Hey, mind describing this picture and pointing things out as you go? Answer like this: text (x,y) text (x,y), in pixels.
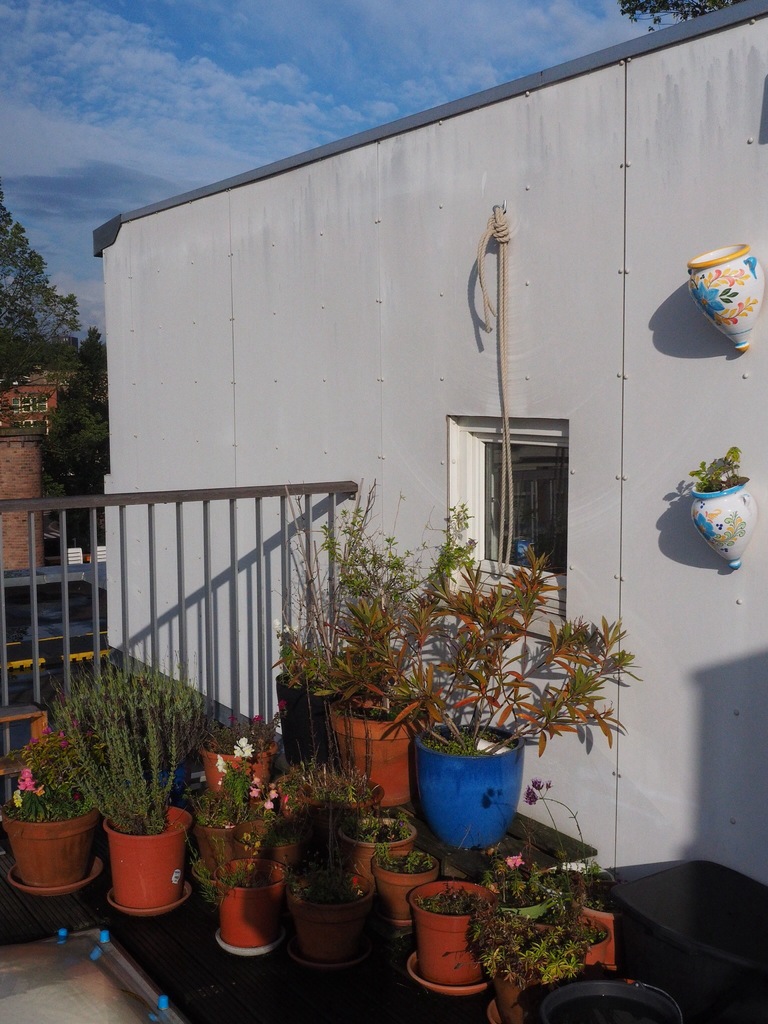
In this image there are pots (463,798), in that pots (460,789) there are plants (172,739), behind the pots (302,723) there is a fencing (325,488), to that fencing (331,502) there is a wall (751,190), to that wall (745,62) there is a window (484,435), in the background (86,414) there are trees (84,411) and a blue sky (250,87).
